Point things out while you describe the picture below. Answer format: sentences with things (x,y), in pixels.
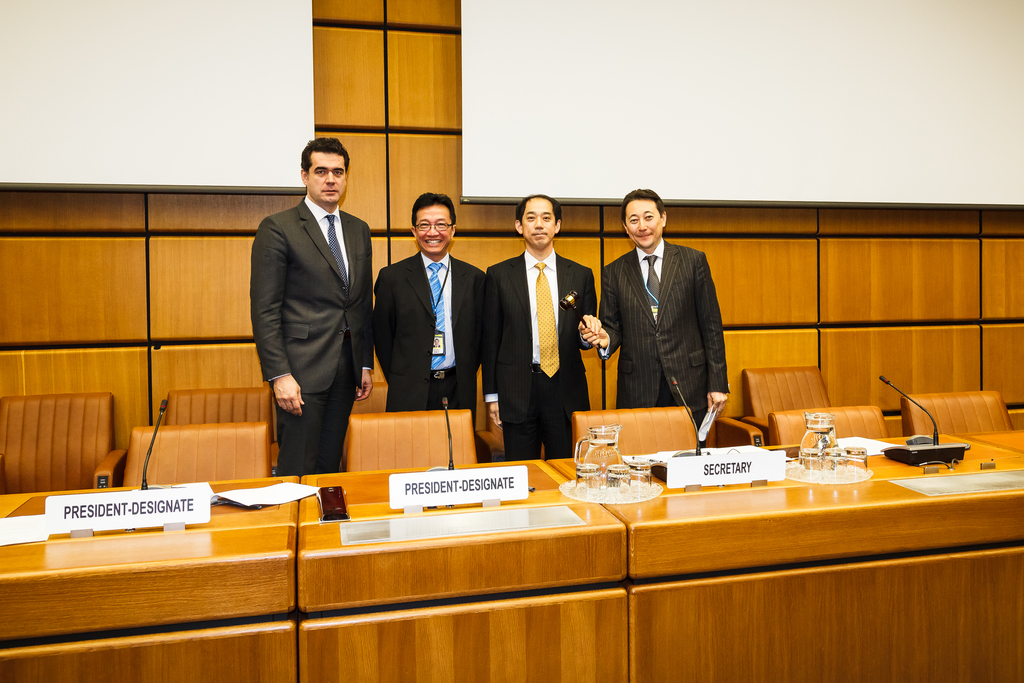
In this image we can see four men (718,307) standing on the floor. They are wearing a suit (677,324) and a tie (658,295). Here we can see two smiling men (458,342). Here we can see the wooden tables (659,575) and chairs (165,472). Here we can see a water jar (599,434), glasses (621,492), name plate boards (474,495), papers (675,455) and microphones (916,445) are kept on the table (292,482).
